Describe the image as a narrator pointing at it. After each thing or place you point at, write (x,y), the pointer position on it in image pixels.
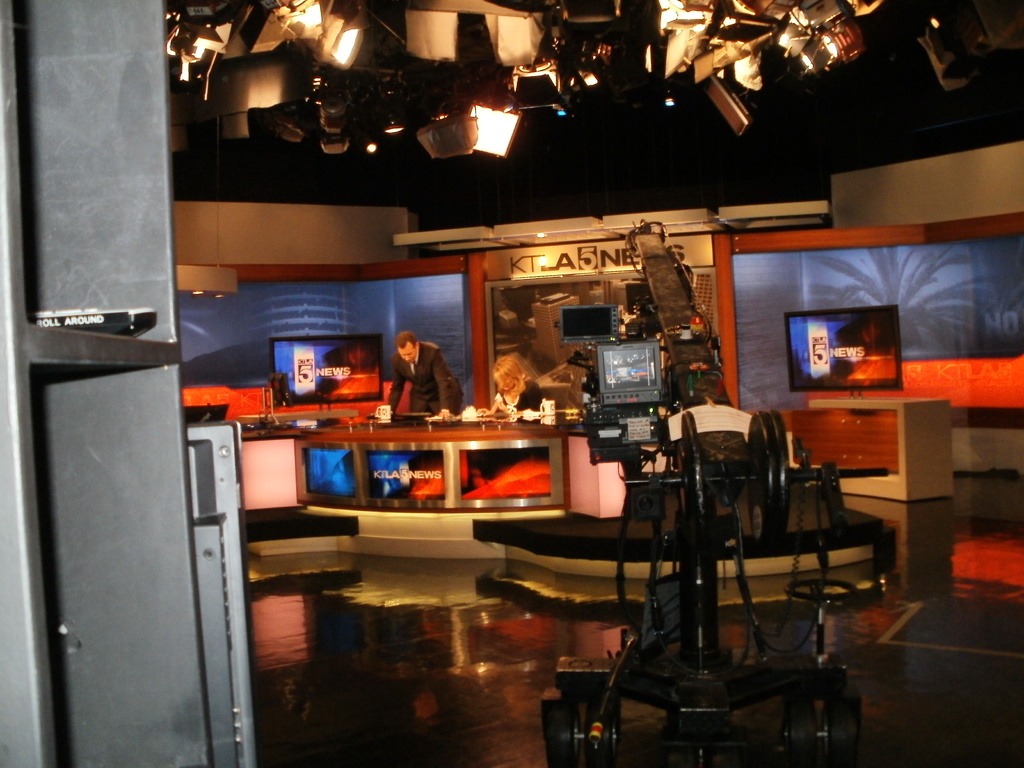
In this image we can see persons (426,382) at the table (445,456). On the table (387,436) we can see cups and papers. On the right side of the image (839,359) television table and video camera (602,707). In the background (253,283) we can see wall (714,255), picture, text (586,262). At the top of the image (938,42) there are lights (291,136).
